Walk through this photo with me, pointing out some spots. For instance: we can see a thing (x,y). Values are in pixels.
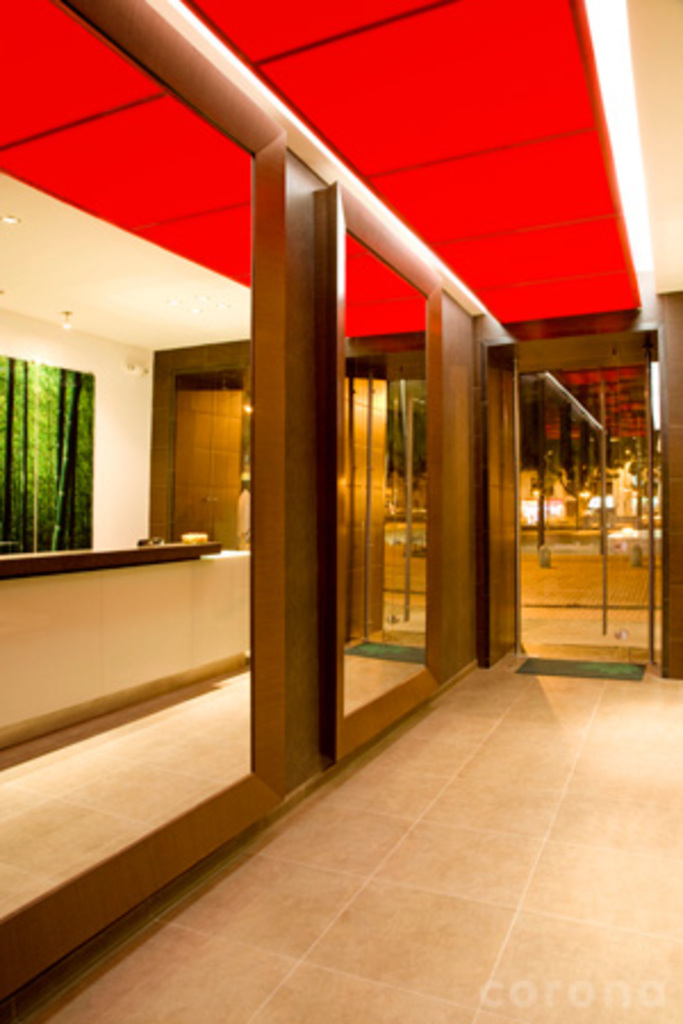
In the foreground of this image (244,957), on the bottom (375,954), there is the floor (367,884). On the left (78,606), there is a desk (121,621), frame (69,481) on the wall (38,348), lights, ceiling (104,174) and few mirrors (393,511).
